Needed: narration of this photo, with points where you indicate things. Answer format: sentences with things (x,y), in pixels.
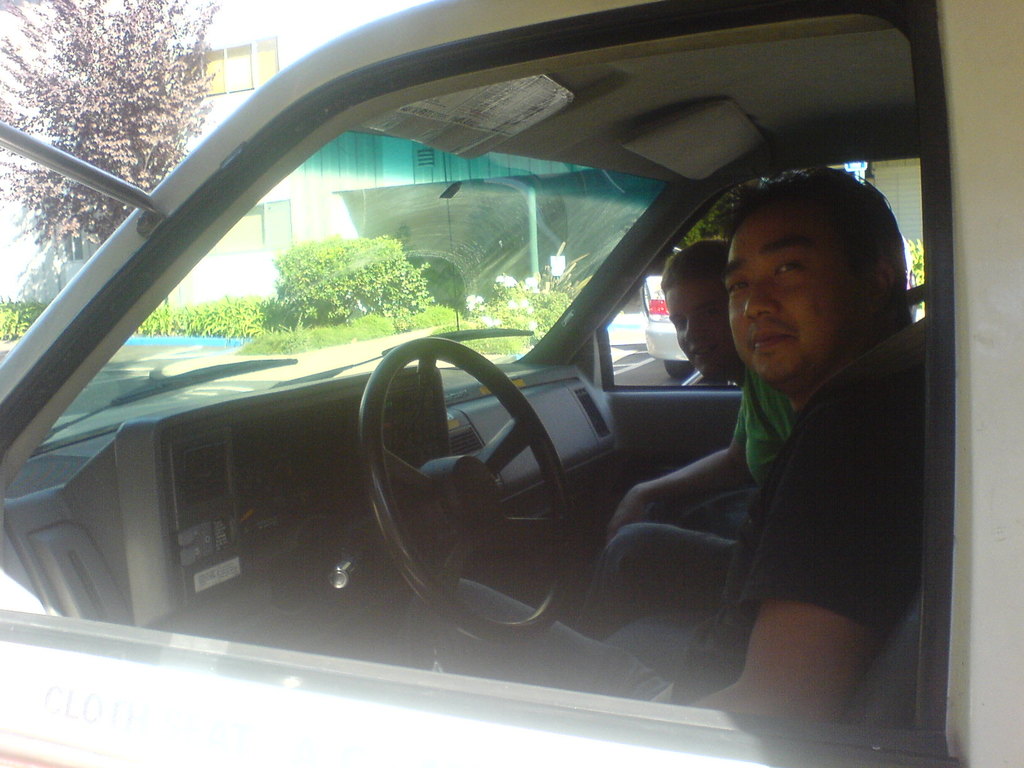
In this image I can see the vehicles (647,331). I can see two people (733,327). In the background (269,256), I can see the trees (298,255) and a building (232,90).
